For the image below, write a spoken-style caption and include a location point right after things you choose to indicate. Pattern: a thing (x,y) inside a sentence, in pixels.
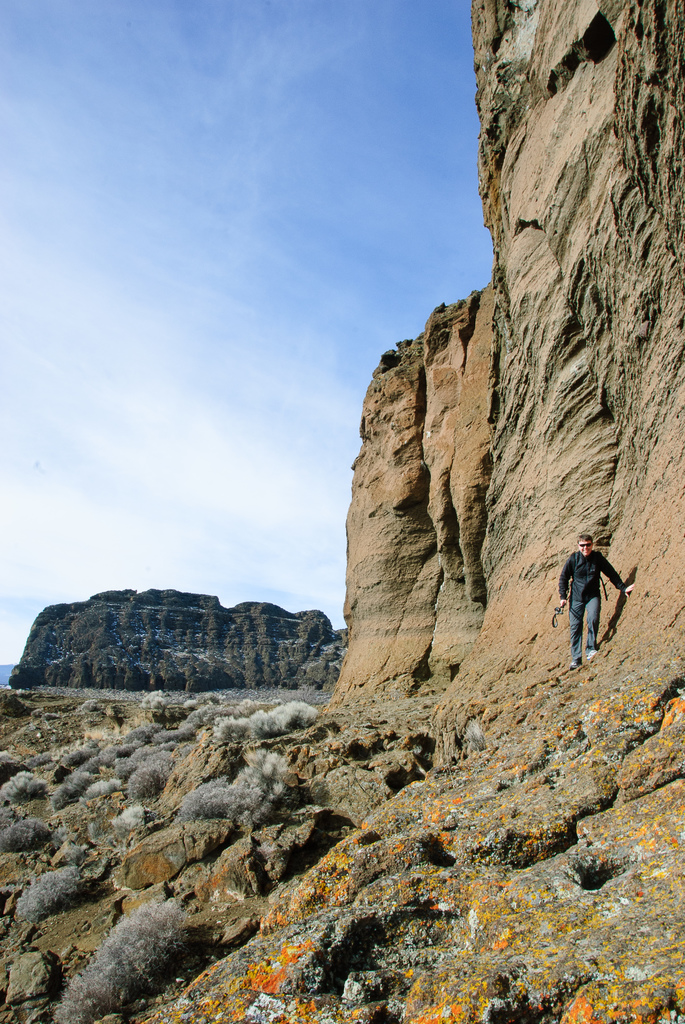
In this image, I can see a person (594,646) standing. I think these are the hills (358,458). I can see the sky (248,375).
